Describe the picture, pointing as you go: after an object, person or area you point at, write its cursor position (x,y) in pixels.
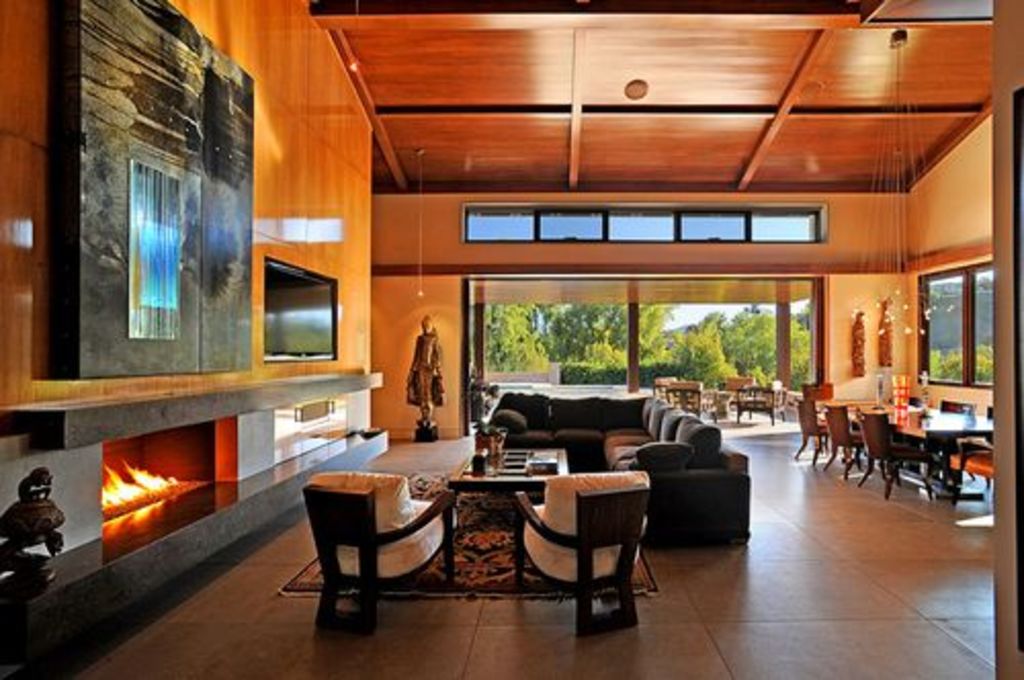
As we can see in the image there are doors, sofas (646,400), chairs (816,436) and tables (931,417). On the left side (320,302) there is a television (336,310) and a statue (436,370) and on table (931,431) there are glasses (882,394).
